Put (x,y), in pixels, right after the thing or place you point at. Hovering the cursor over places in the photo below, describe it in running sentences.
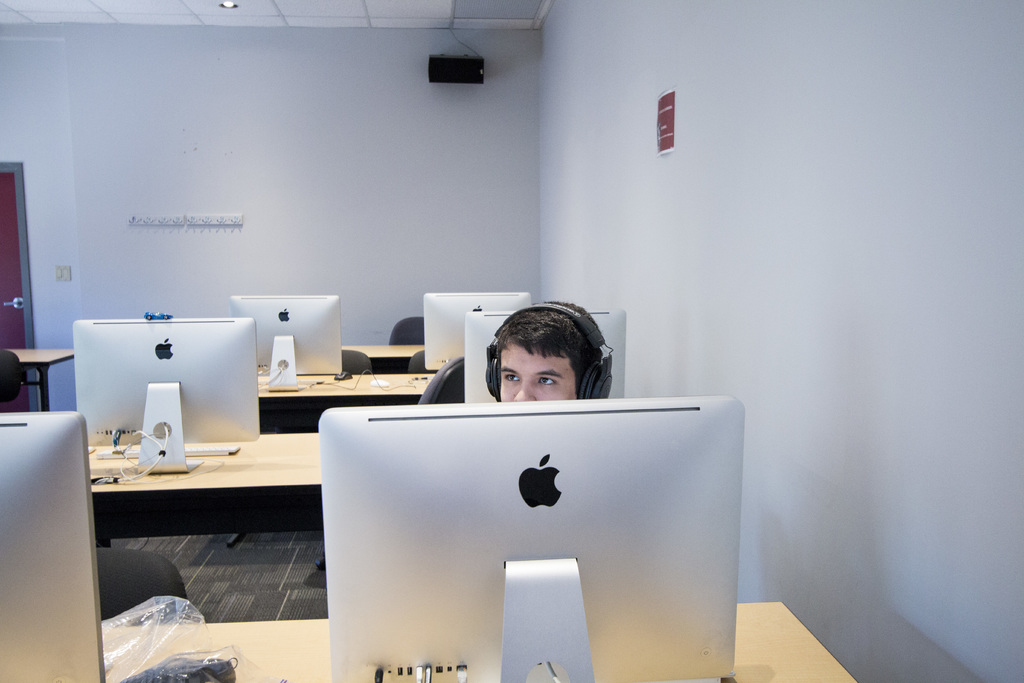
This image consists of a person (556,349) wearing headset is sitting in front of a monitor (548,577). There are many monitors (391,430) in this room (264,229). In the background (481,181), there is a speaker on the wall (295,175). On the left (20,260), there is a door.
